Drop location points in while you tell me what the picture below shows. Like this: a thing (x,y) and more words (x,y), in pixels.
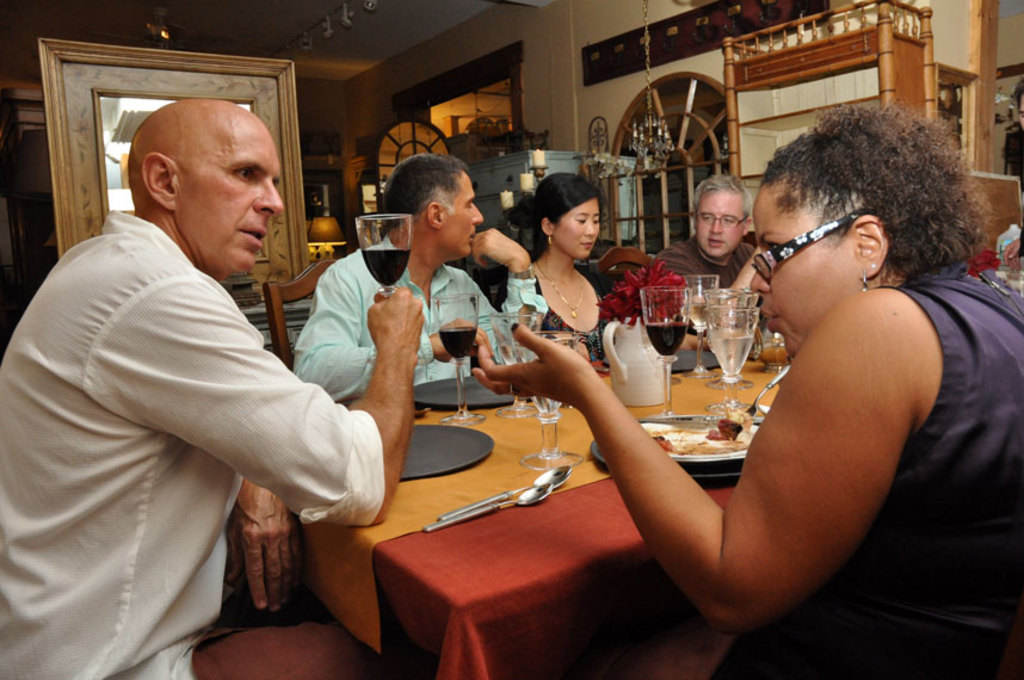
There are group of people (258,398) sitting in chairs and there is a table (681,412) in front of them which has some eatables (678,429) and drinks (525,318) on it.
